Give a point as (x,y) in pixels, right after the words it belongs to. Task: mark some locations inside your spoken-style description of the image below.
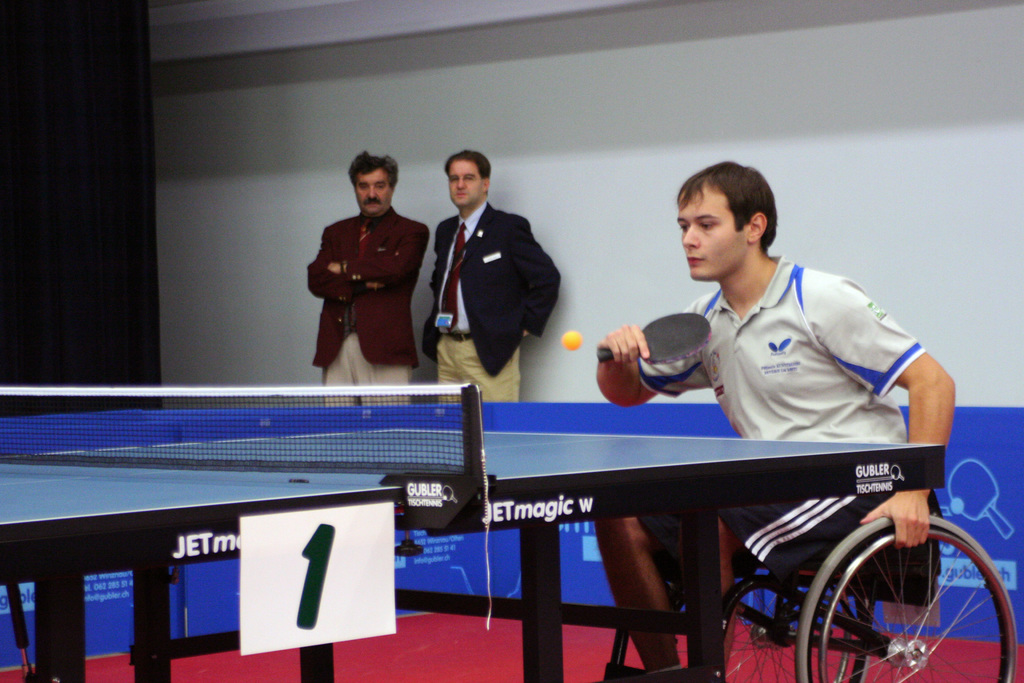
In this image there is a person (762,280) with white t-shirt (829,347), he is sitting and playing the game. At the back (406,292) there are two persons (505,300) looking at the person (718,261) who is playing.
